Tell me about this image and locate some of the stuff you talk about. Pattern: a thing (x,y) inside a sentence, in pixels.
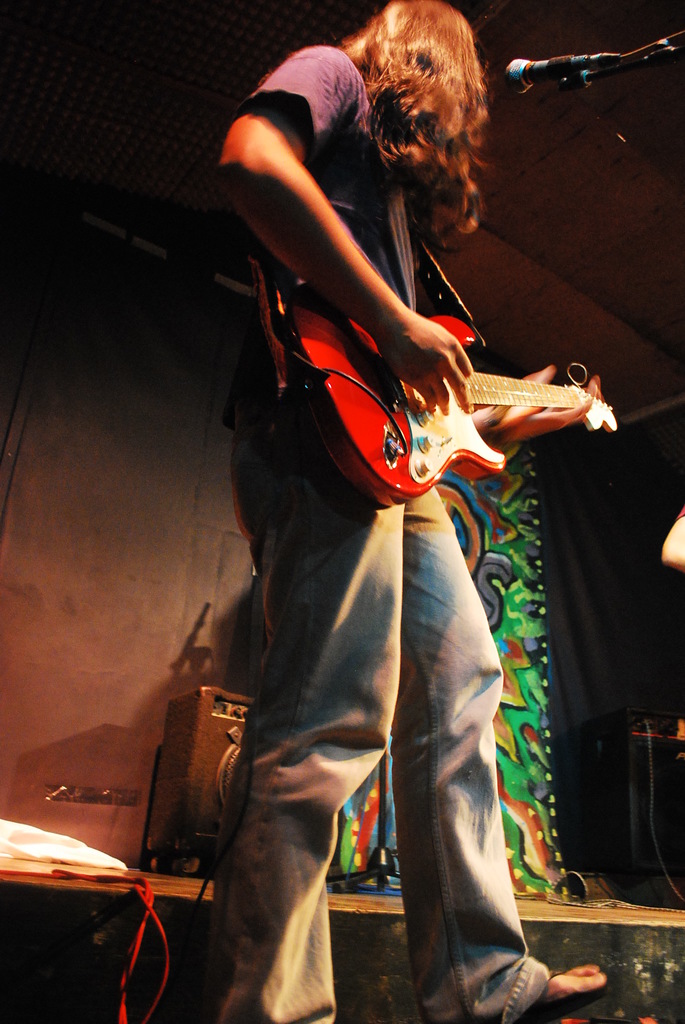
In this picture we can see man (307,489) holding guitar (352,427) in his hand (397,357) and playing it and in front of him we can see mic (538,70) and in background (241,622) we can see speakers (178,749), wall (143,513).
